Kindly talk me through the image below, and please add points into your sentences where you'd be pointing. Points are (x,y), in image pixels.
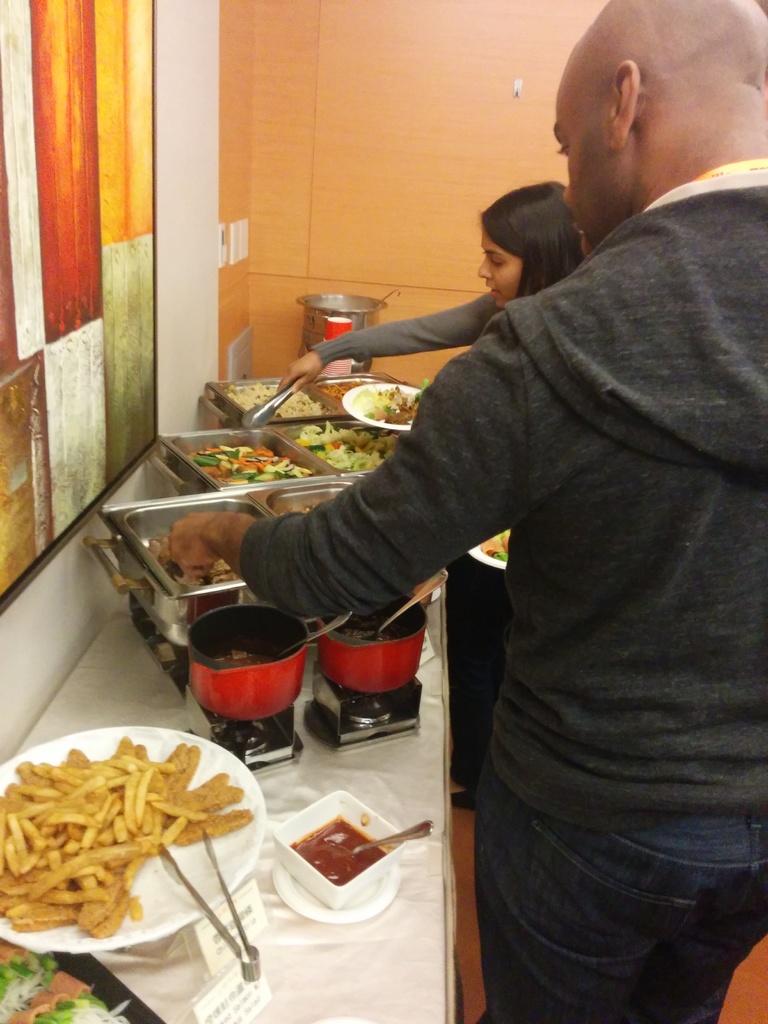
On the right side (721,378), there is a person (693,287) in a hoodie (679,335), standing and taking food (79,923). On the left side (128,806), there are food items (119,792) arranged on the vessels (200,844). In the background (451,699), there is another person (556,196) holding a steel object (257,414) with a hand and serving food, and there is a painting (75,190) attached to a wall (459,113).
